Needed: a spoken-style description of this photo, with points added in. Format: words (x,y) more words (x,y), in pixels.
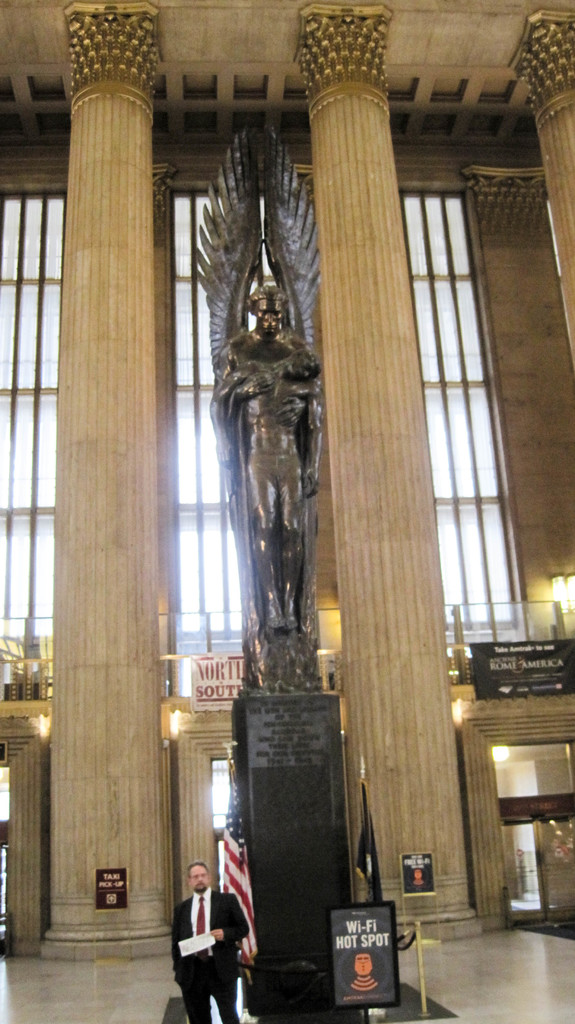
In the image there is a person (231,926) standing in suit (219,910) in front of statue (286,768) with a flag (252,962) behind him, in the background (40,371) there are windows (15,263) and pillars (78,229).
